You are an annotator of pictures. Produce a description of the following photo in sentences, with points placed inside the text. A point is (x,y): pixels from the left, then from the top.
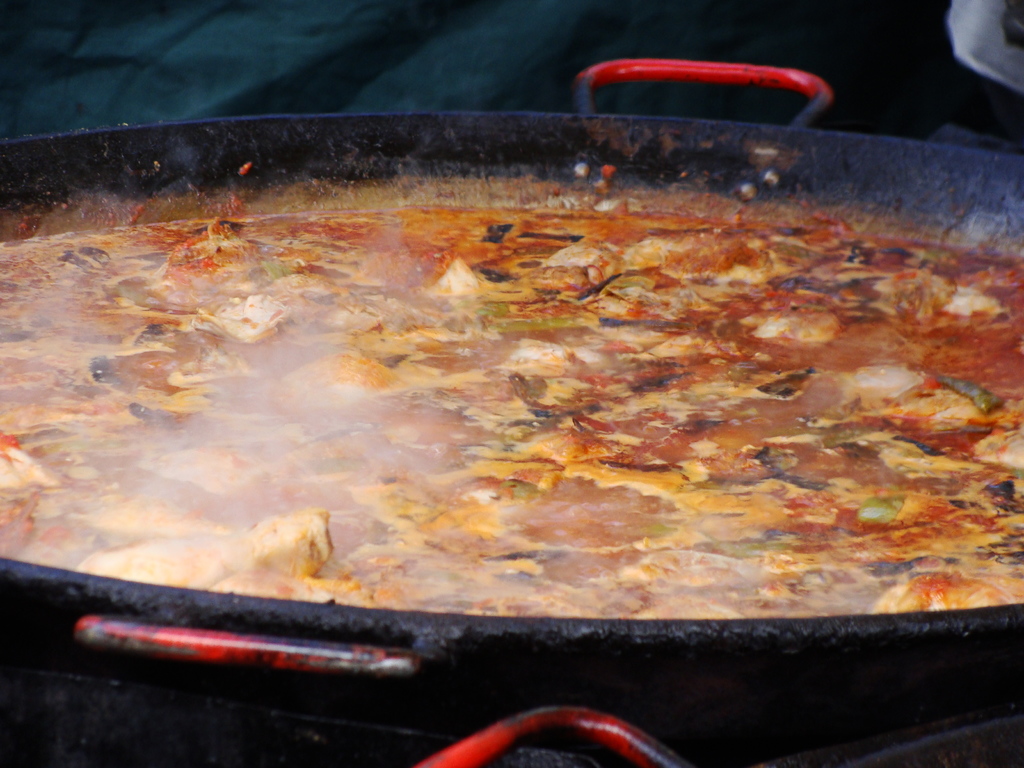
In this image we can see the food item (696,369) cooking in the pan (252,176).
